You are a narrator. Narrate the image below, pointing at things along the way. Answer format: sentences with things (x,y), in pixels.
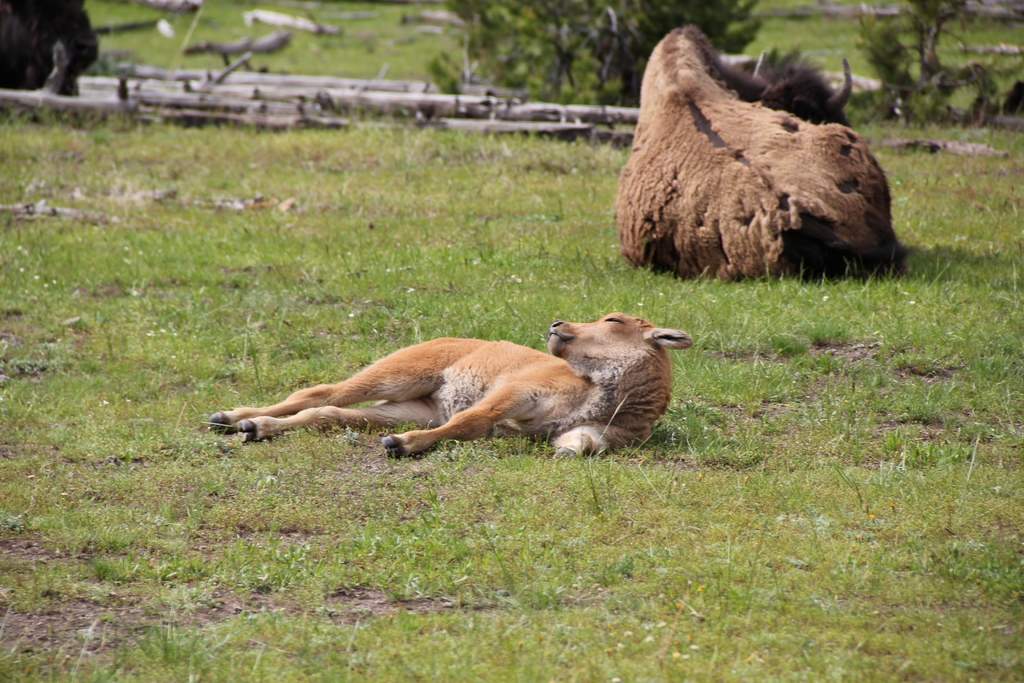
There are animals (611,376) on the grass (648,489). In the background (246,57) we can see wooden sticks (239,74) and plants (635,3).
